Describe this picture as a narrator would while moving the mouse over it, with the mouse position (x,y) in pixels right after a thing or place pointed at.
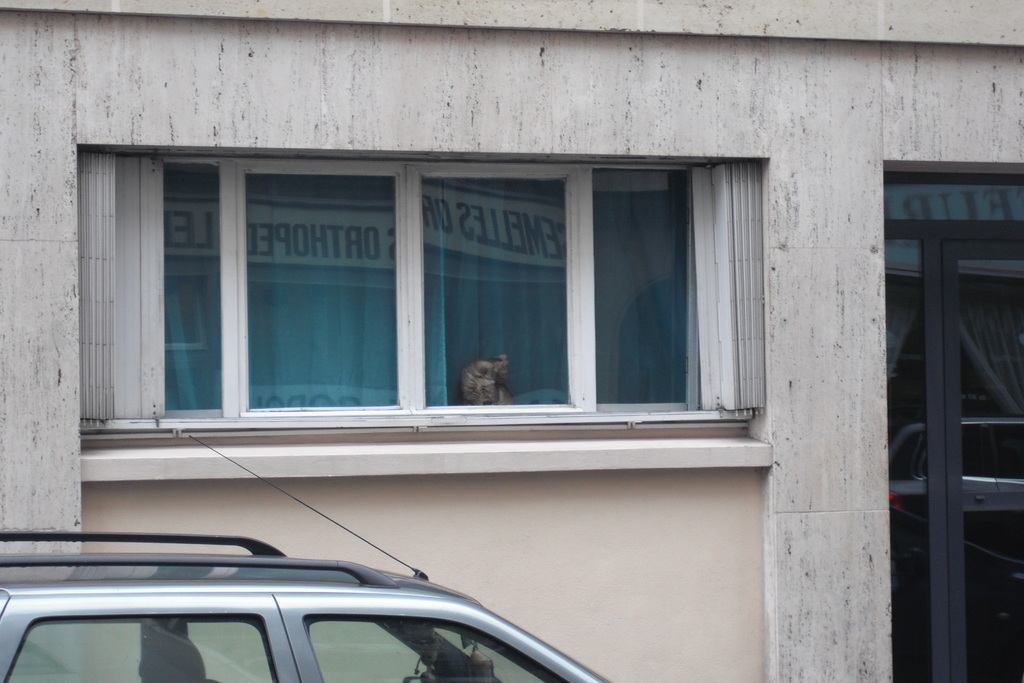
In this image I can see a building (786,326) along with the doors (922,389) and window (439,306). Near the window (549,390) I can see a cat (483,391) is sitting. On the left bottom of the image (254,653) I can see a car (263,647).
